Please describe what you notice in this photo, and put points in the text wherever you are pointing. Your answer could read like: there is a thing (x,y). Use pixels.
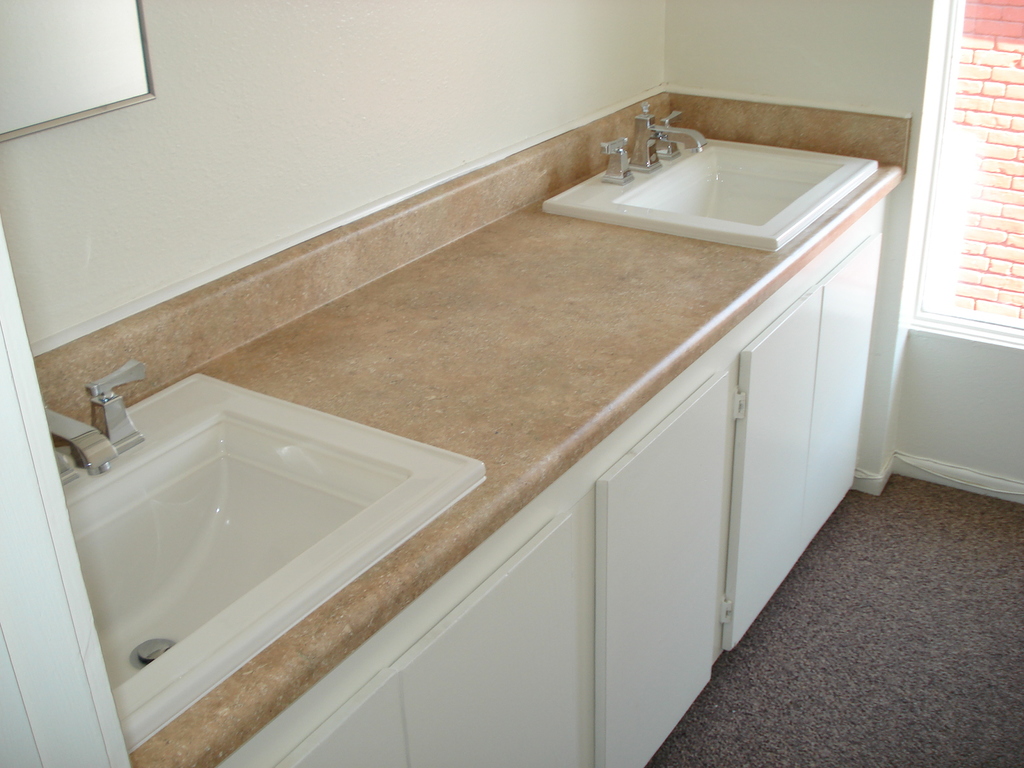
In this image there are few cupboards (669,483), washbasins (371,523), a window (951,213) and a mirror (133,90) attached to the wall (136,123).
